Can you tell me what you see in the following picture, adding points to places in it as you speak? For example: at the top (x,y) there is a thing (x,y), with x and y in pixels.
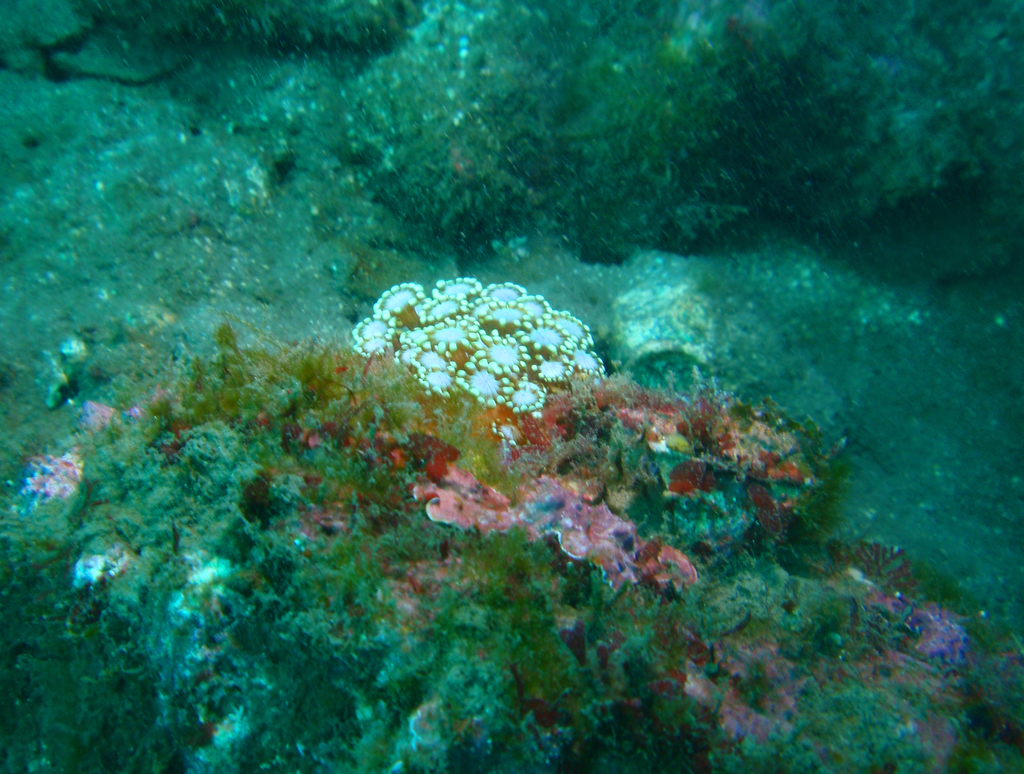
In this picture we can see the underwater plants (630,474). In the center (489,363) we can see the flowers (489,383) and other objects (578,595).
